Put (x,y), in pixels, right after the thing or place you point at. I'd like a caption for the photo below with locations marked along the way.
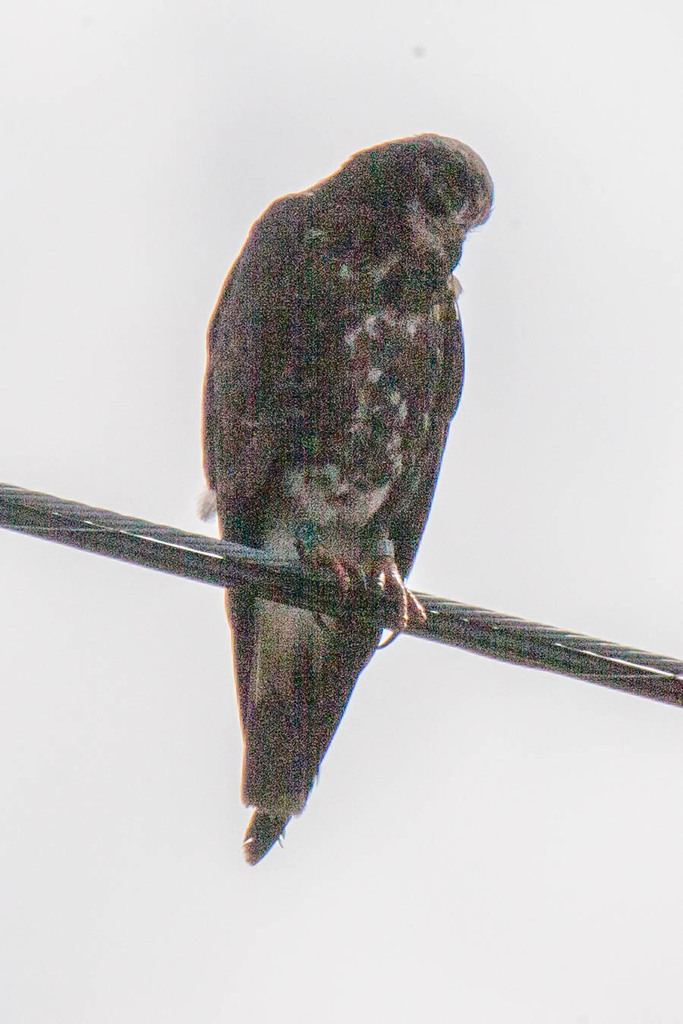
In this image, we can see a bird (302,316) is sitting on the wires (485,642). Background (564,1007) it is white.
